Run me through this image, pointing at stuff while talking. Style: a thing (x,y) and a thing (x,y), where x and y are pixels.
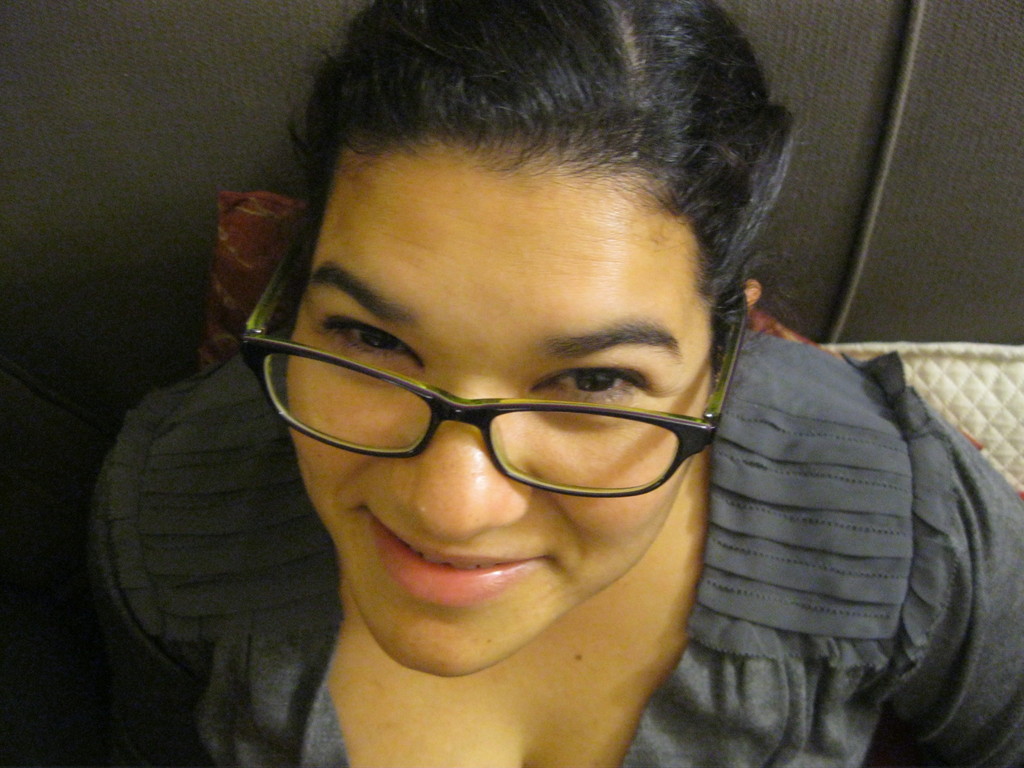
In the picture we can see a woman (624,765) sitting on a sofa (100,95) which is gray in color and woman (382,765) is also in gray color dress (949,602) and looking up and smiling and behind her we can see two pillows (975,394) one is red in color and one is cream color.
